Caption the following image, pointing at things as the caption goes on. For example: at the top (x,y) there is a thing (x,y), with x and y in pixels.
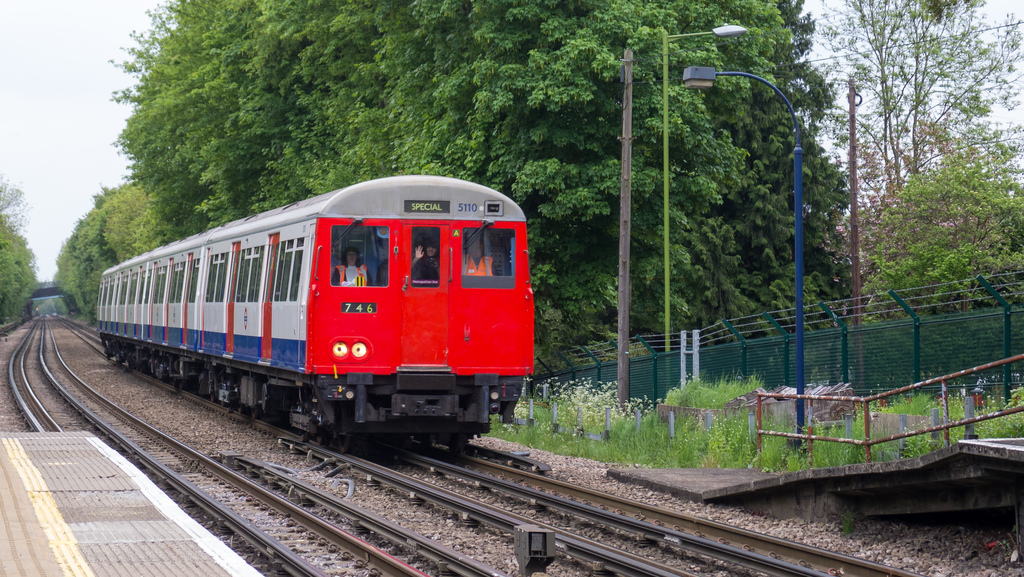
This picture shows a train (275,406) on the railway track (594,513) and we see few people (364,280) in the train (386,276) and we see couple of pole lights (669,306) and poles (855,118) and we see a metal fence (779,366) and trees (489,39) and a cloudy sky (92,71) and we see a platform (48,444) on the side. The train (282,359) is red grey and blue in color.
